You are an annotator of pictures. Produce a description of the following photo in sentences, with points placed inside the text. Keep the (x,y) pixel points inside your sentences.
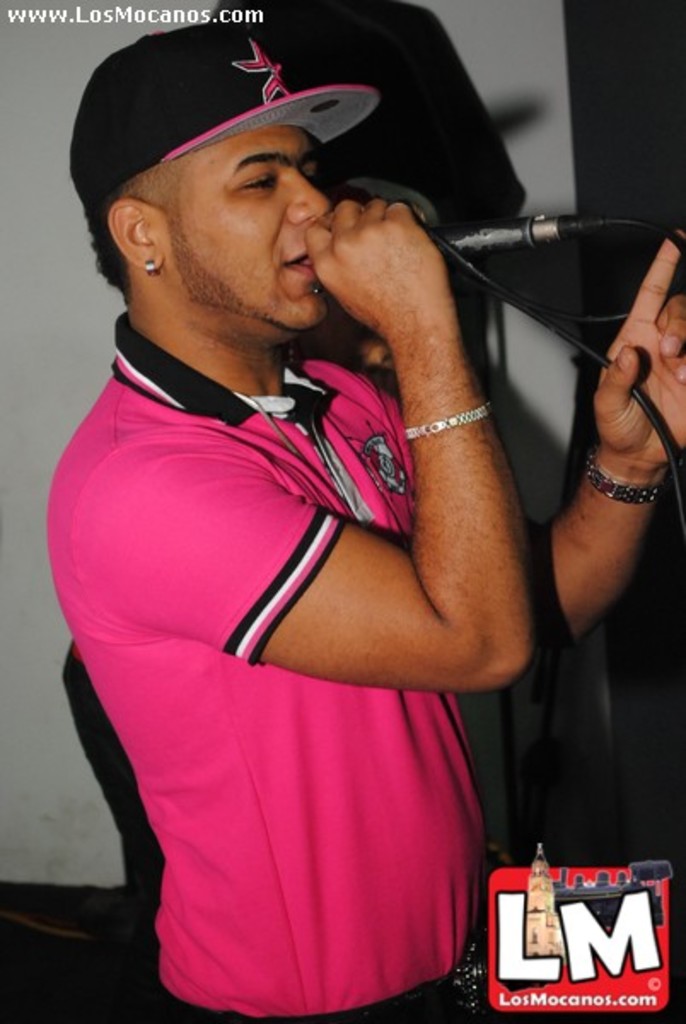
This picture shows a man (369,219) standing and singing with the help of a microphone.
